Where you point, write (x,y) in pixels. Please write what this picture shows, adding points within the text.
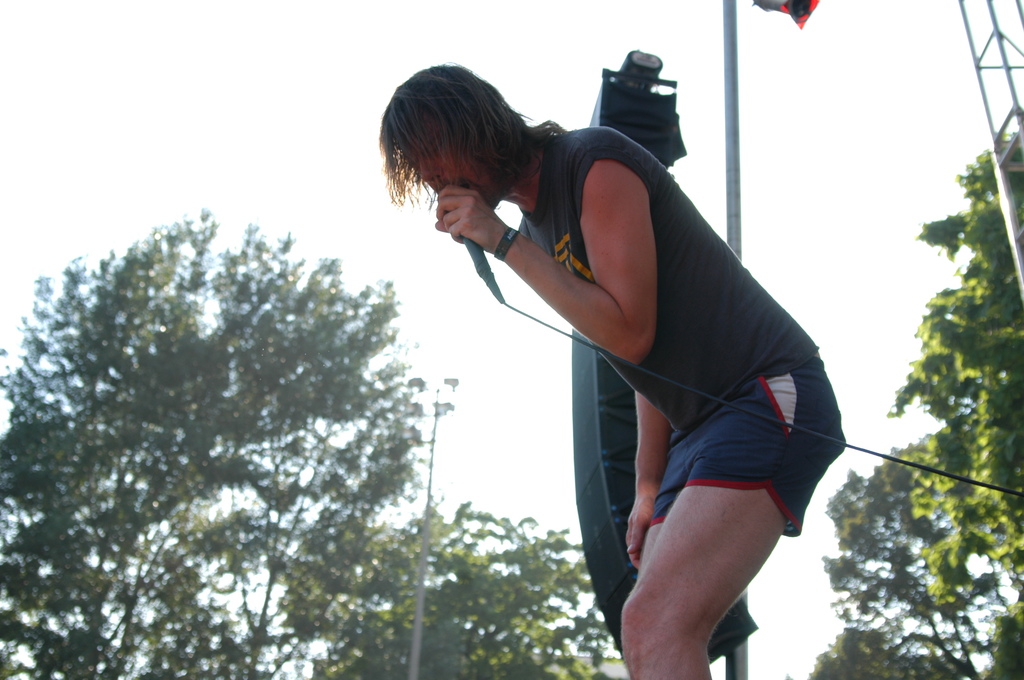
In this image I can see a person (599,289), holding a mike (473,252), wearing a black color t-shirt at the top (376,36) i can see the sky (780,27) and trees (175,402) and pole (731,227).
